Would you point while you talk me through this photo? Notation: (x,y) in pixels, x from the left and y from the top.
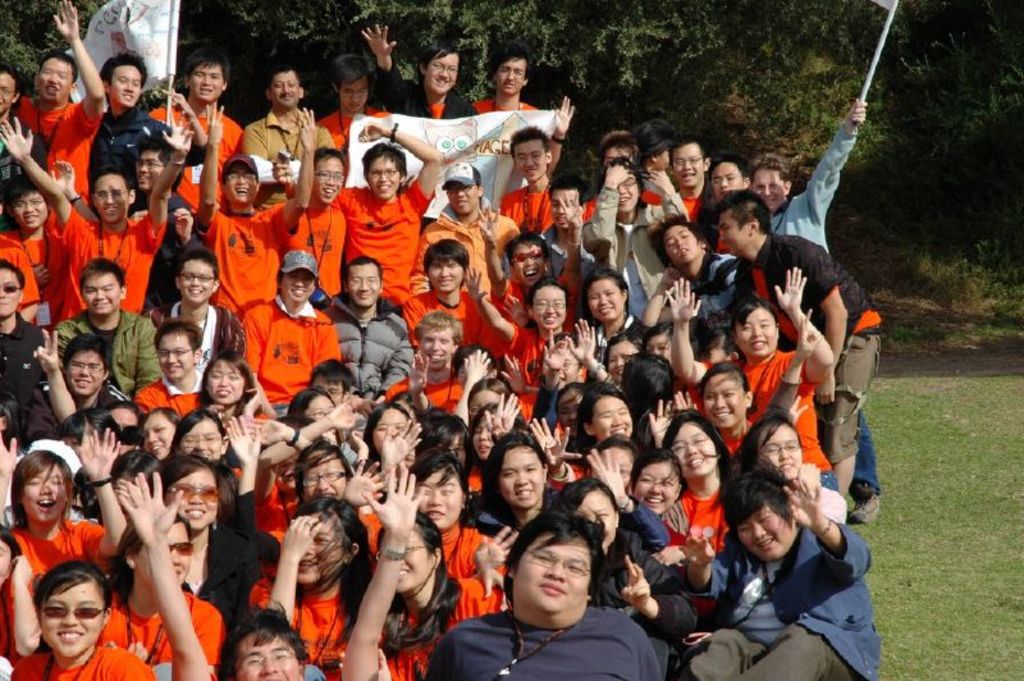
In this image, we can see persons (487,356) wearing clothes (122,367). There are two persons (166,107) holding flags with their hands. There are trees (577,28) at the top of the image (648,32).
